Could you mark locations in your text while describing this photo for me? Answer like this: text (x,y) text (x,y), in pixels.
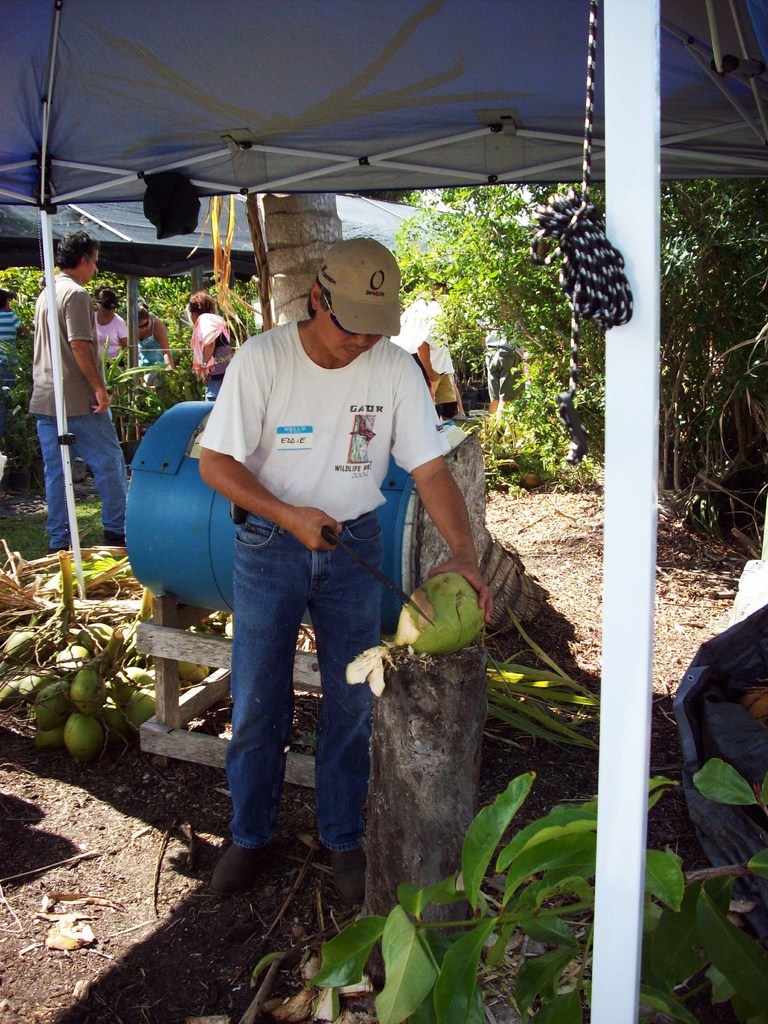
In front of the image there is a pole (641,93), rope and a black color object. There is a person (364,687) cutting the coconut (421,646) with the knife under the tent (245,182). Behind him there are people (71,242), coconuts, tents (34,261), trees (321,230) and there is some object (216,513).
